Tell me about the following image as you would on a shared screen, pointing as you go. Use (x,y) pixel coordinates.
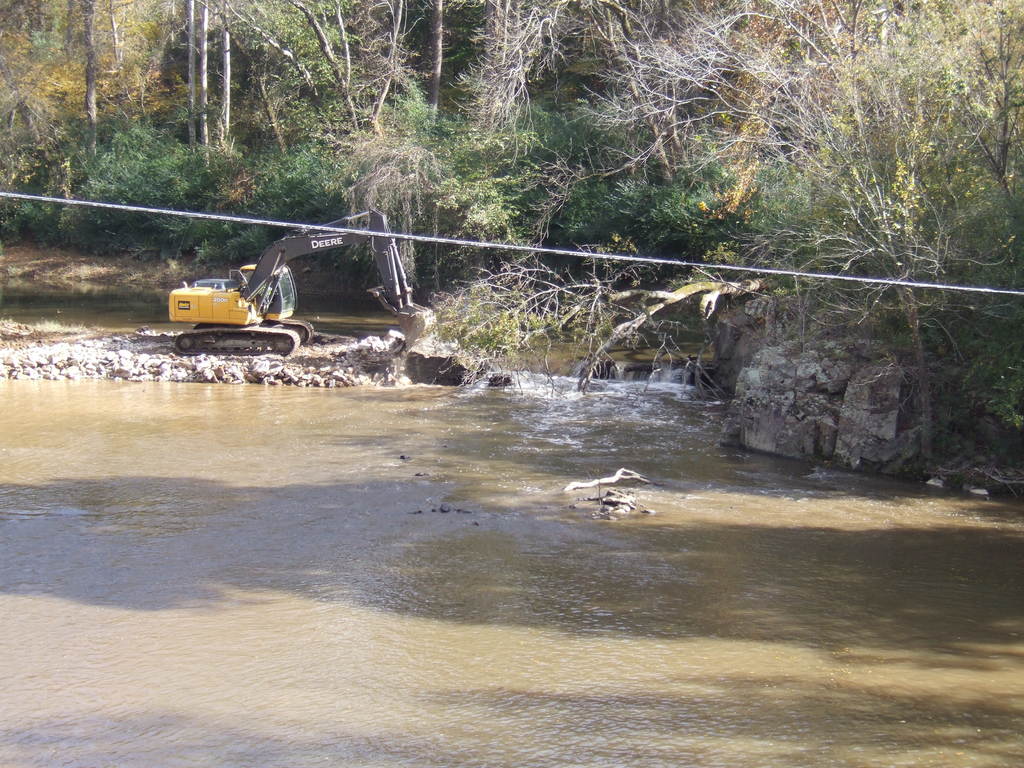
In this image, we can see a water (536,412) is flowing. Here we can see few rocks (262,355), stones (332,378), vehicle (284,267). Top of the image (655,231), there are so many trees (63,228) and rope (35,197).
